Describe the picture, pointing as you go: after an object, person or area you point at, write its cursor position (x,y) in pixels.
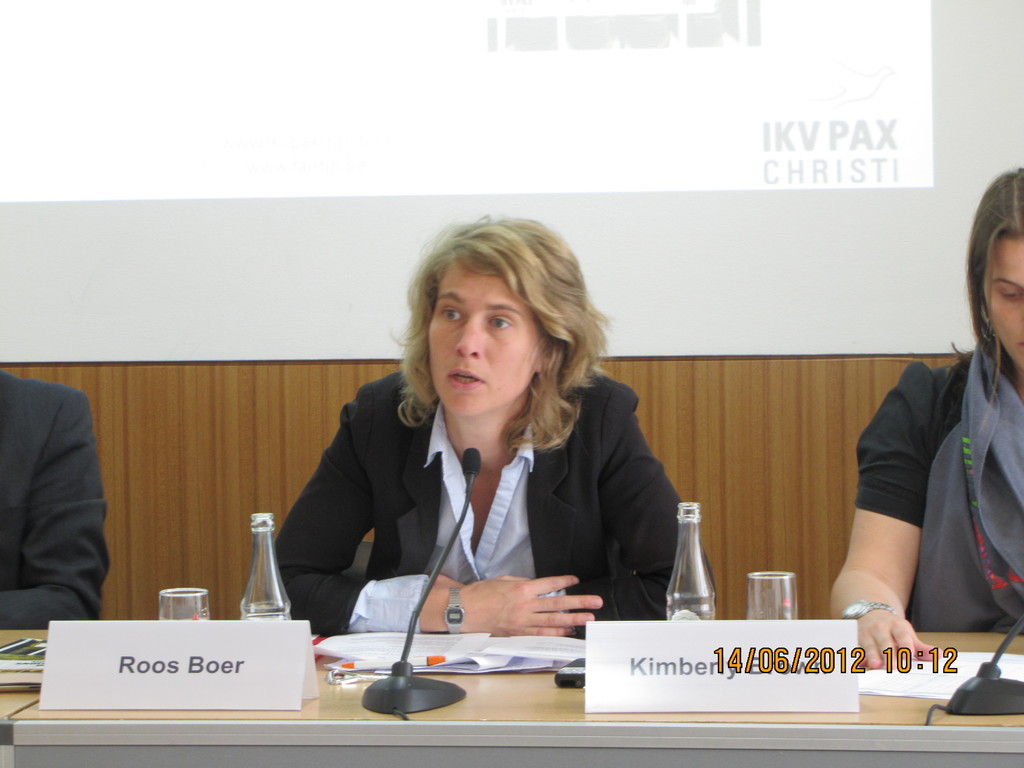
This image is taken indoors. In the background (290,395) there is a wall (836,345) and there is a board (506,4) with a text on it. At the bottom of the image (395,727) there is a table (247,724) with two name boards (289,685), two water bottles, two glasses (751,583), a few papers (496,655), two mics (1023,693) and a few things (19,665) on it. A man (39,462) and two women (864,520) are sitting on the chairs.
